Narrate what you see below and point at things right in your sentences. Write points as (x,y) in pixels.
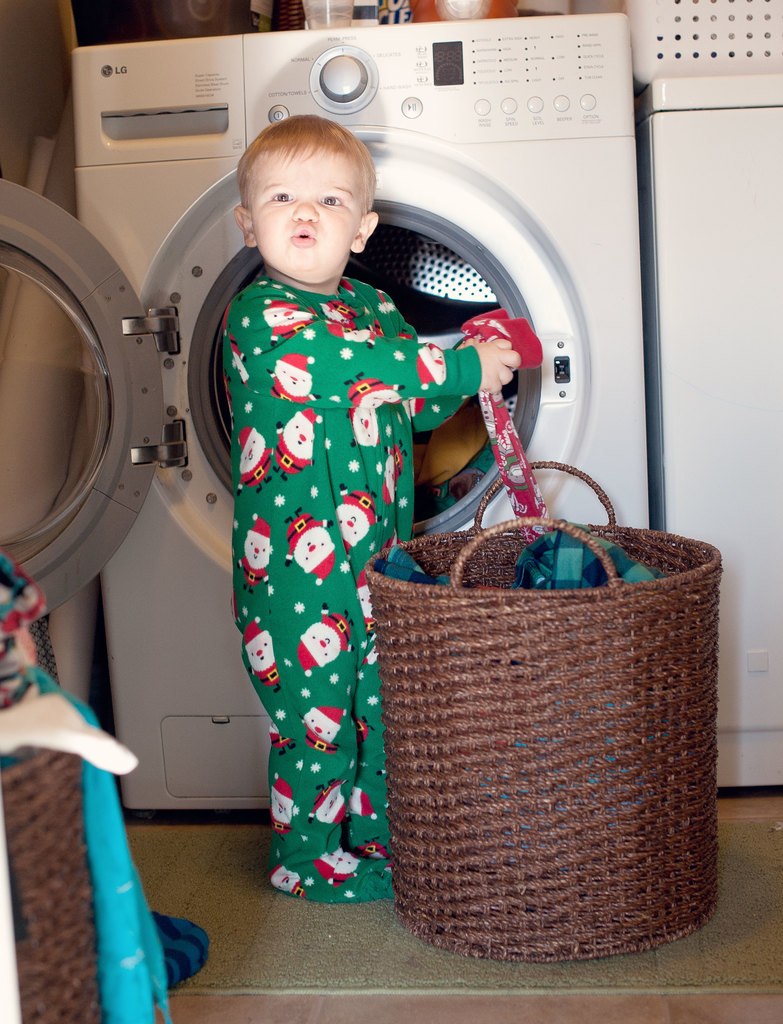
In this image I can see a person (234,381) standing and the person (251,194) is wearing green color dress (304,719) and holding few clothes (504,473). In front (494,839) I can see a basket (484,732) in brown color, background (493,288) I can see a washing machine (465,73) which is in white color.
